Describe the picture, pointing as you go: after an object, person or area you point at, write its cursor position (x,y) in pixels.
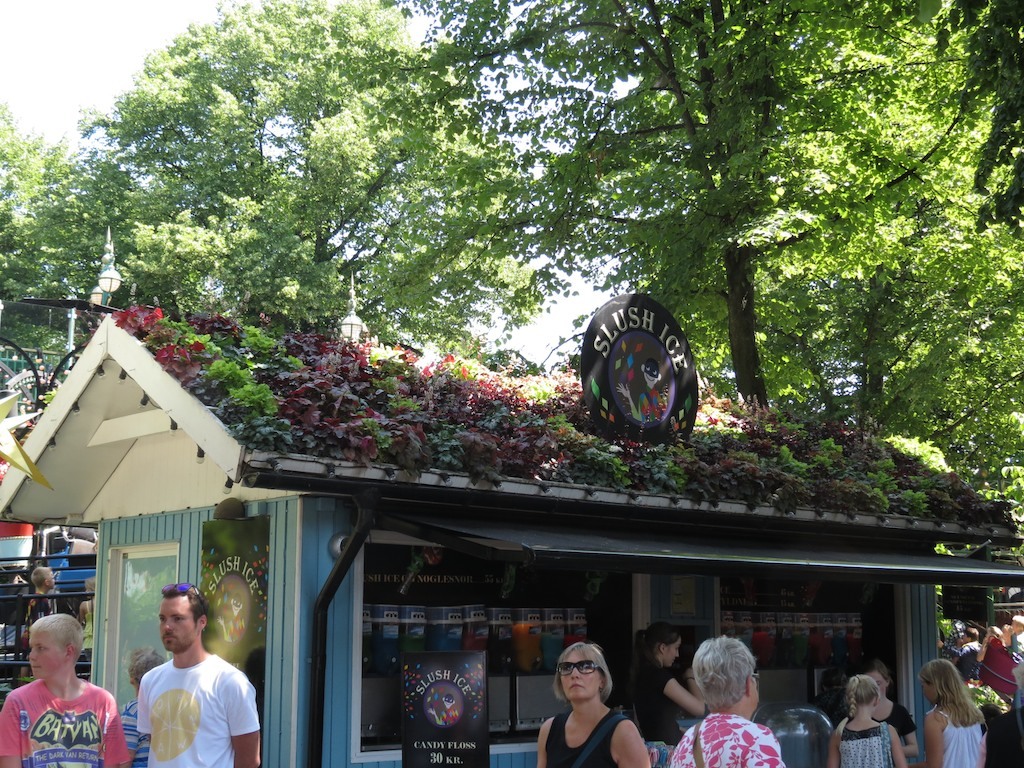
At the bottom of the picture (728,663), we see people (679,651) standing. Beside them, we see a black color board (440,733) with text (435,747) written on it. Beside that, we see a shop (323,569) in blue color. There are trees (86,272) and street lights (107,293) in the background (478,218). On the left side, we see an iron railing (69,591). This picture might be clicked in the park (457,453).
